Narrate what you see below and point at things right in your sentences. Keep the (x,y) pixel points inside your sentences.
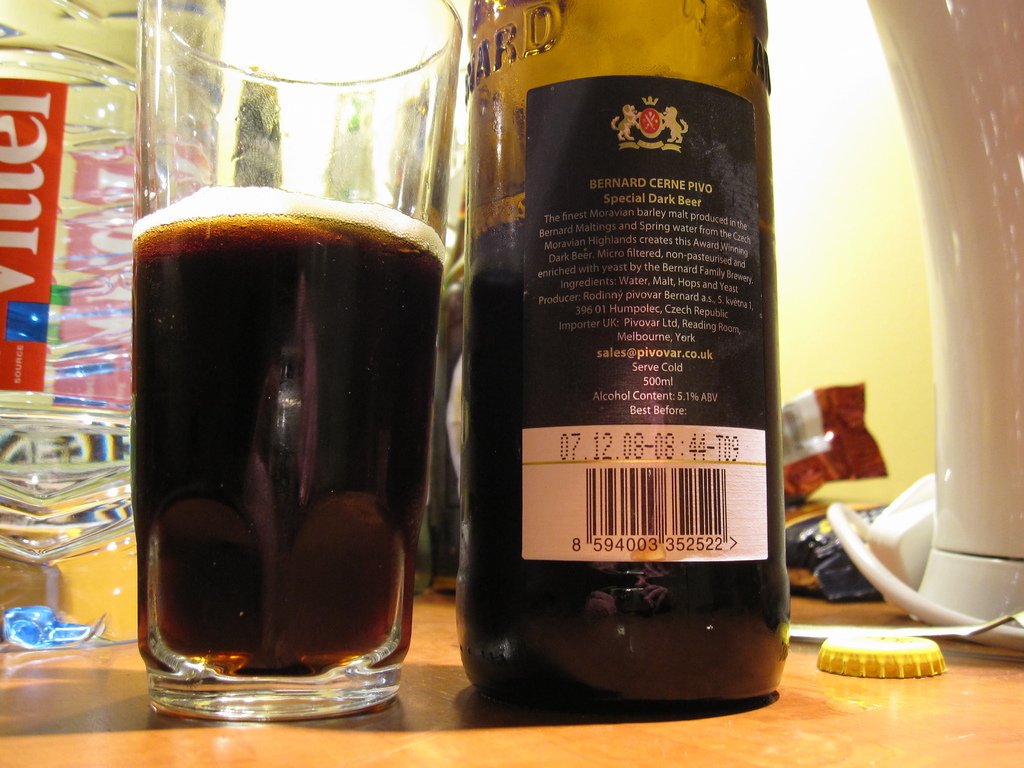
A beer bottle (628,172), a glass (241,434) and a water bottle (98,514) are placed on a table (657,719).
